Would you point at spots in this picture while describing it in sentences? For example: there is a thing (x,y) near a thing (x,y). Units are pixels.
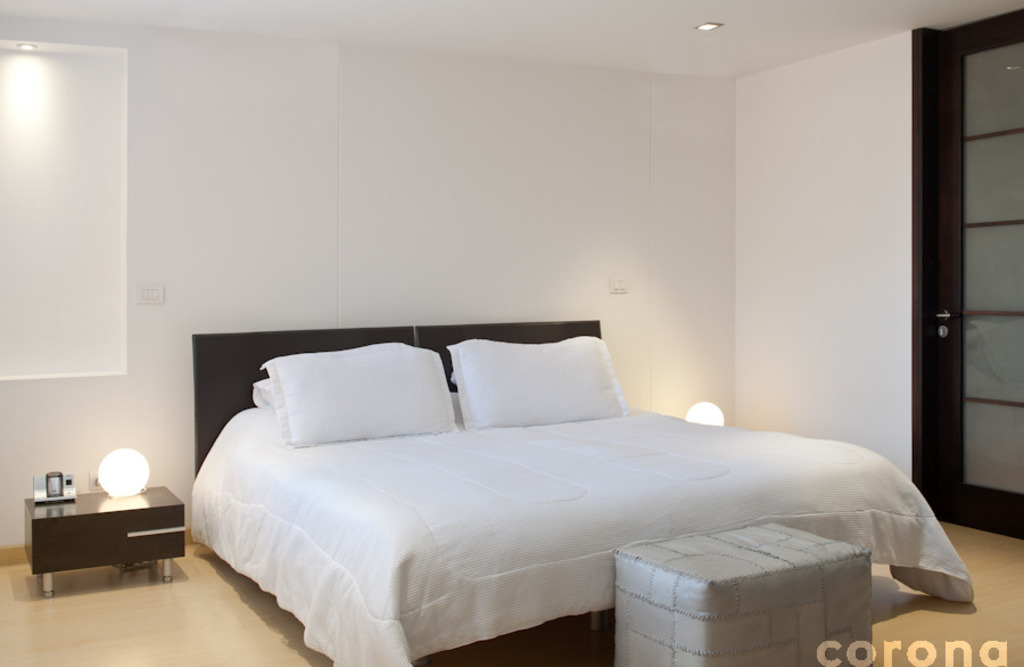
In this image I can see bed (409,464) in white color and two pillows (406,380) on the bed (445,374), they are also in white color. At left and right I can see two lamps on the table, at the background (218,253) the wall (218,253) is in white color.
